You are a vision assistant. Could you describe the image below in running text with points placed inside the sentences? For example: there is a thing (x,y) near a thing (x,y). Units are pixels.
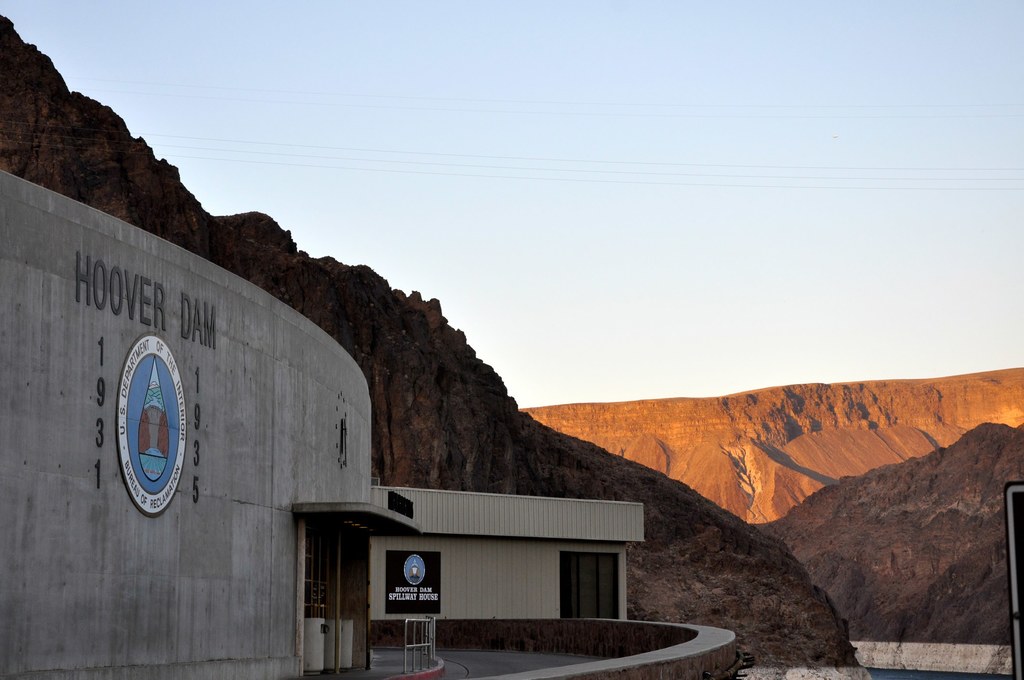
In the foreground of this image (50,552), there is a dam (227,482) as we can see text (80,288) on it as ¨ HOOVER DAM¨. In the background (573,440), there are cliffs (721,405). At the top (471,141), there are cables (450,98) and the sky (780,58).
